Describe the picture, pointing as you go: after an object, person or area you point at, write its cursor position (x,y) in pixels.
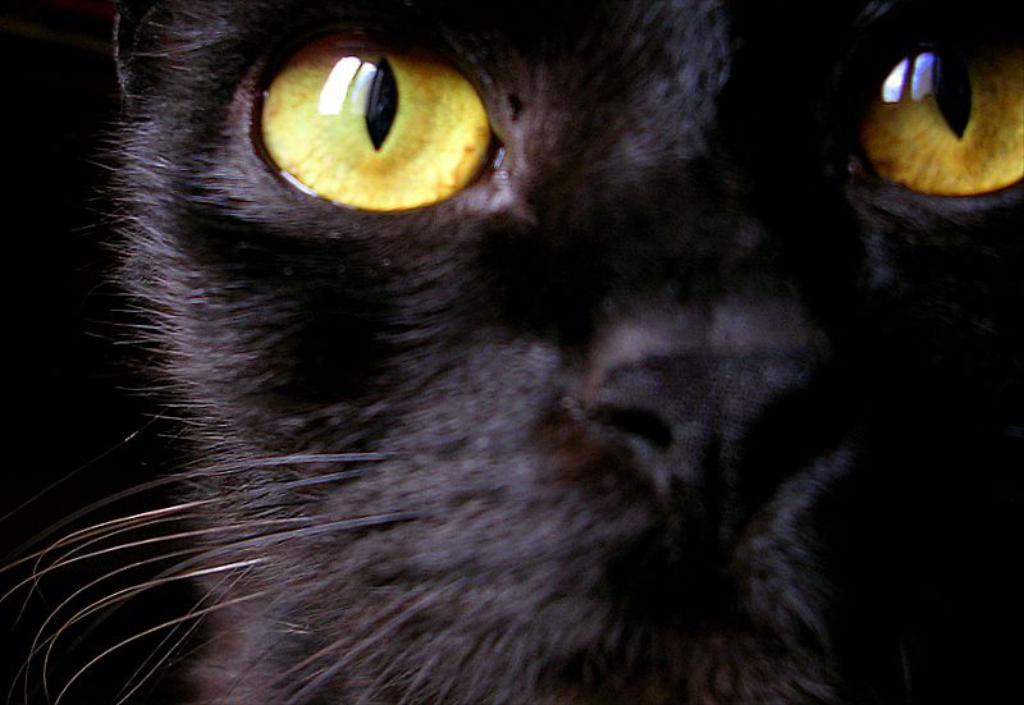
In the image we can see there is a black cat (648,435) and there are yellow eye lens (405,181).
